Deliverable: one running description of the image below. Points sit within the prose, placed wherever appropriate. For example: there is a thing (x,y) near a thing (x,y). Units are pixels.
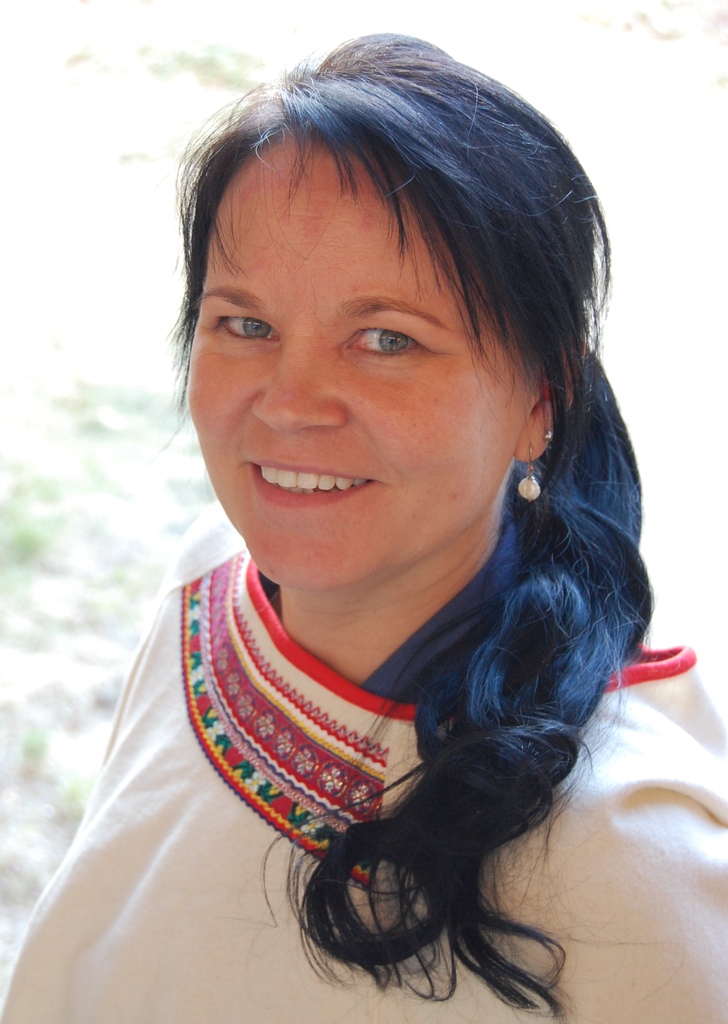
Here we can see a woman (406,482) is smiling. In the background (73,563) the image is not clear.
